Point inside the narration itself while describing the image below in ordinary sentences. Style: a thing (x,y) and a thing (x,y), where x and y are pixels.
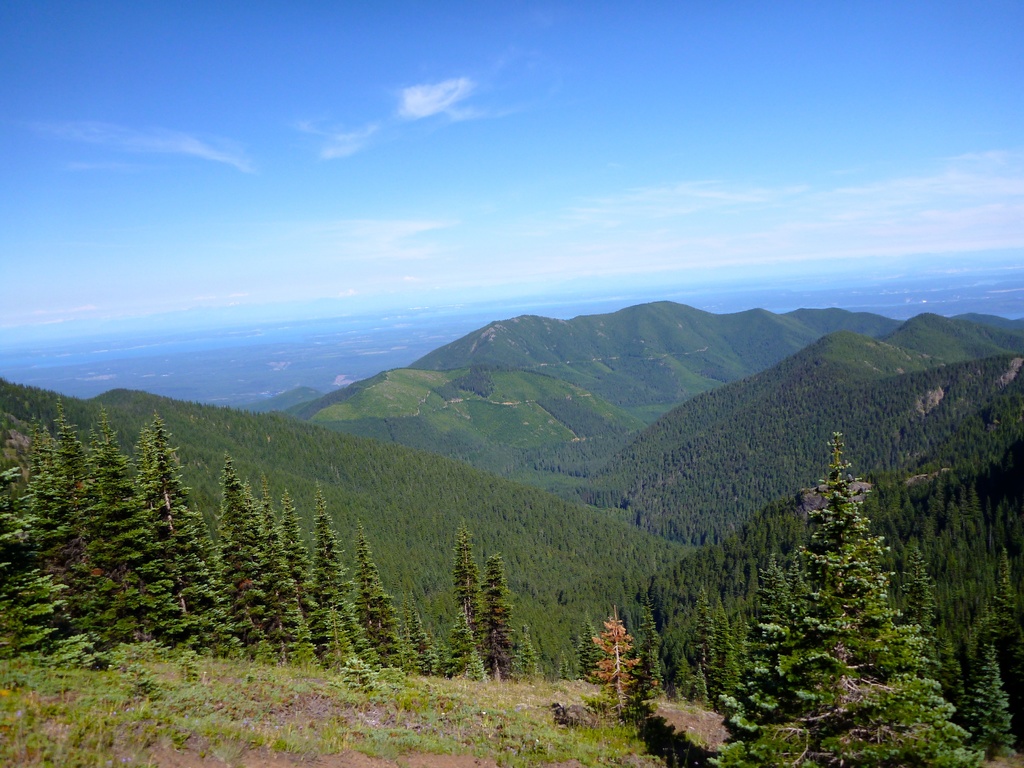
At the bottom of the picture (288,667), we see grass (239,729). In the middle of the picture (370,454), we see trees (778,621). There are trees (404,525) and hills (551,349) in the background (594,508). At the top of the picture (474,147), we see the sky (489,283), which is blue in color.
